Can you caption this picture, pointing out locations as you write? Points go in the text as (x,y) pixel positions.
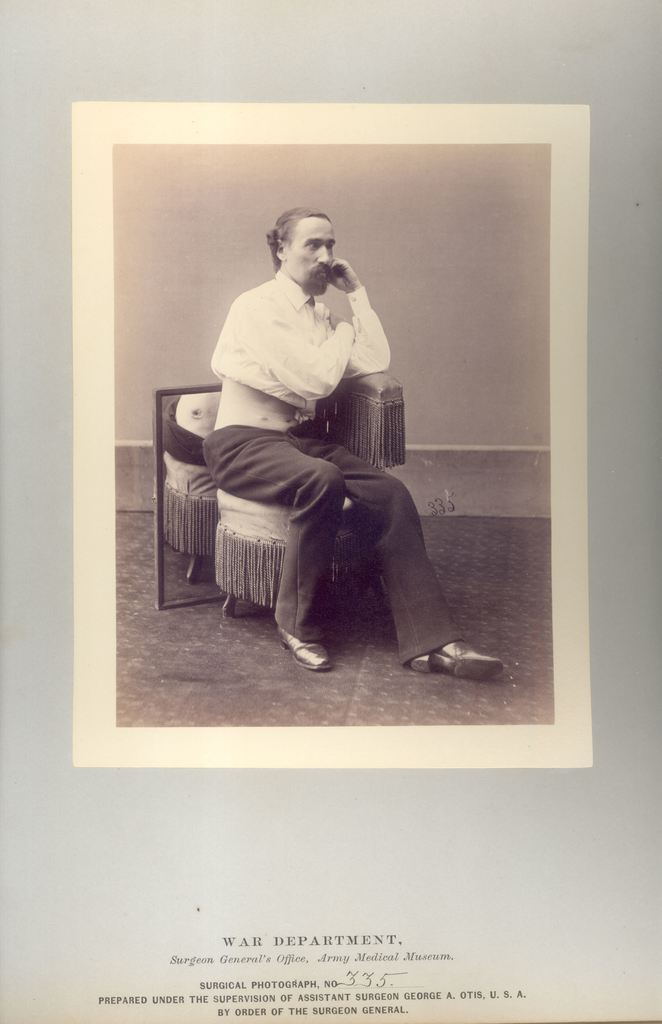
The person (290,444) is sitting in chair (325,420) and there is something written in bottom (299,986).
